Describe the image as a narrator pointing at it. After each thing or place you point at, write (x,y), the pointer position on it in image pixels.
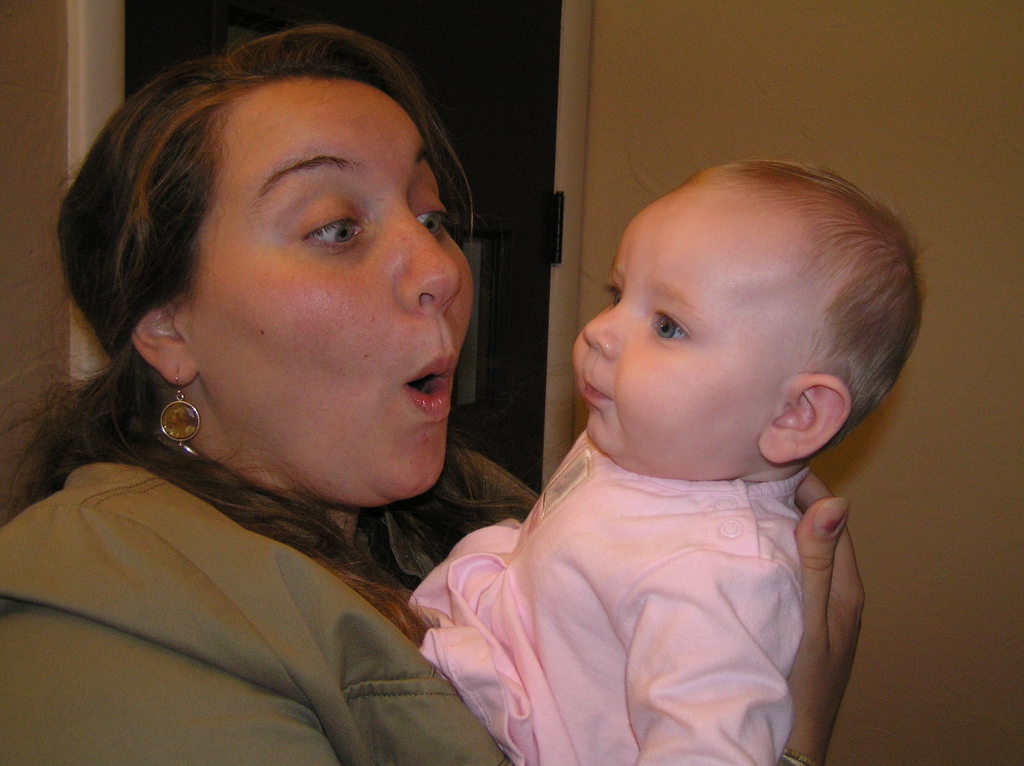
A woman (116,616) is holding a child (646,623), this is door (555,259) and a wall (942,429).
